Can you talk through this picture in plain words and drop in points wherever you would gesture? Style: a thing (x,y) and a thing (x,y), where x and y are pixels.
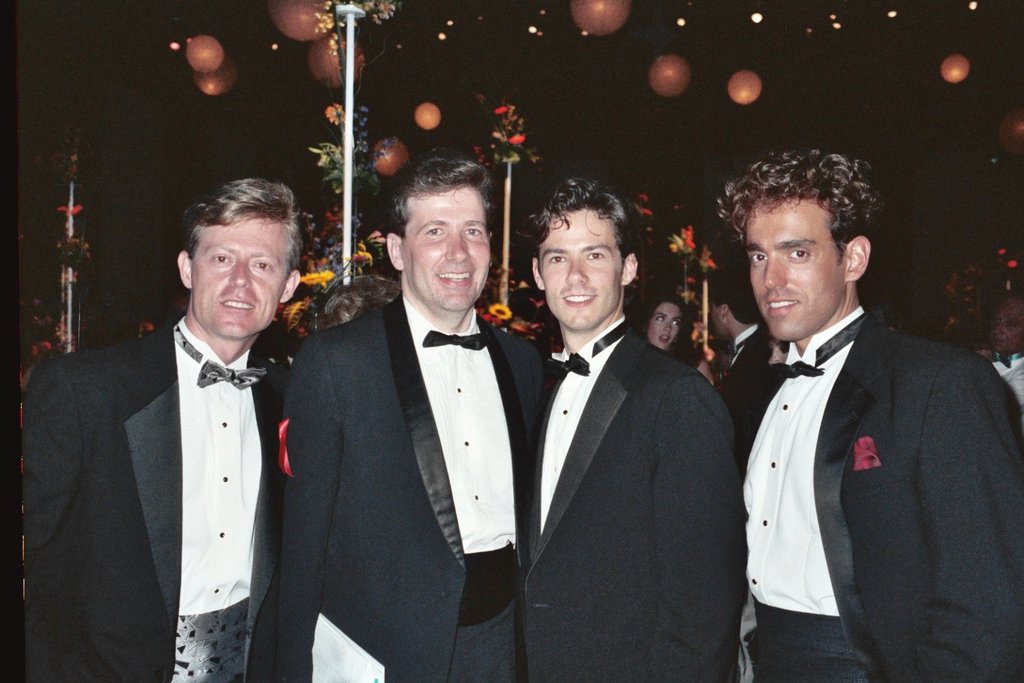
In the picture there are four men (829,277) present, behind them there are people (1002,343) present, there are poles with flowers (686,246) present, there are lights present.
